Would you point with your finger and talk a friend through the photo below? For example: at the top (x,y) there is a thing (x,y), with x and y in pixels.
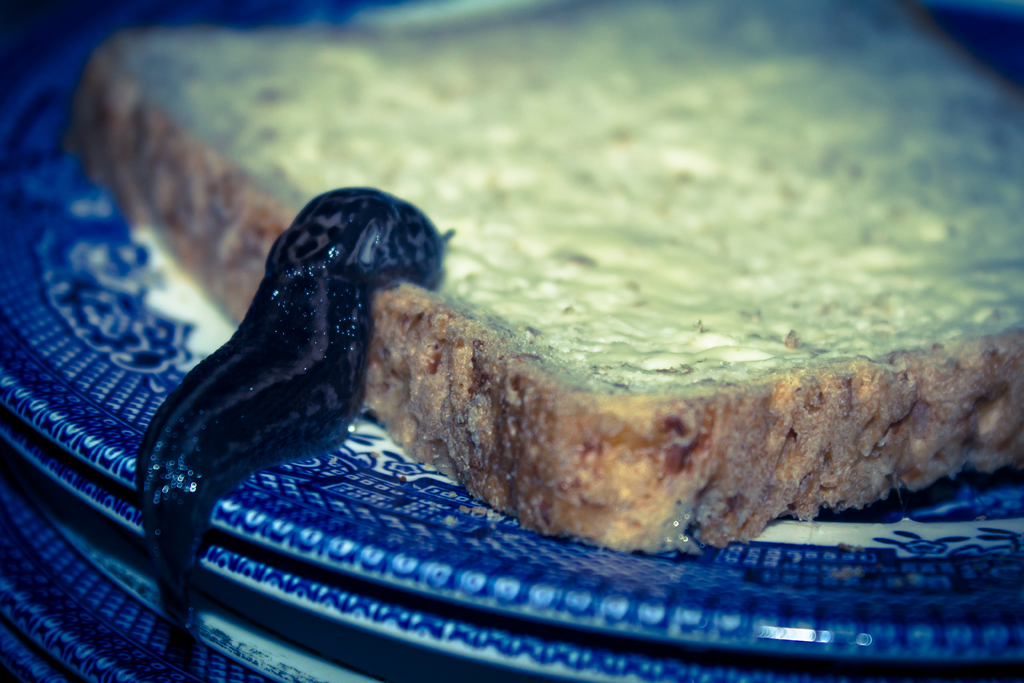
In this image I can see few blue colour things (118,353), a bread (841,489) and here I can see a black colour thing (157,422).
